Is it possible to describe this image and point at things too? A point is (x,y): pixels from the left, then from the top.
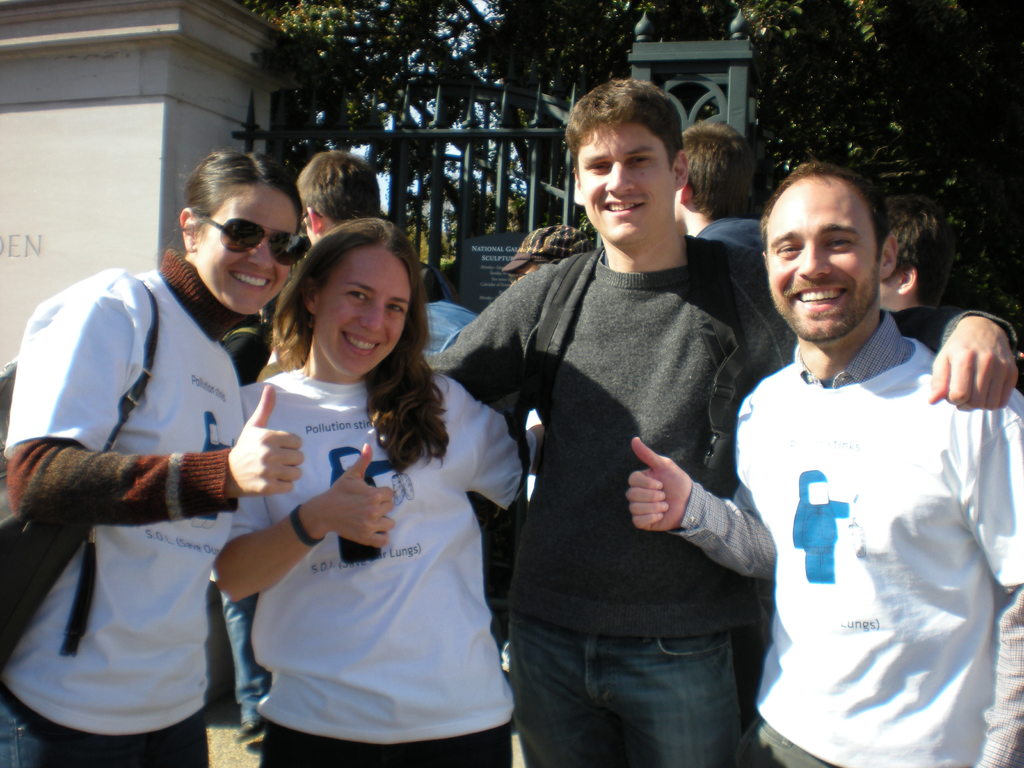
In the image there are two men (592,609) and women (128,356) standing, they showing their thumbs (349,521) up, behind them there is a gate (545,133) and a wall (200,145) followed by trees (538,62) behind it.
